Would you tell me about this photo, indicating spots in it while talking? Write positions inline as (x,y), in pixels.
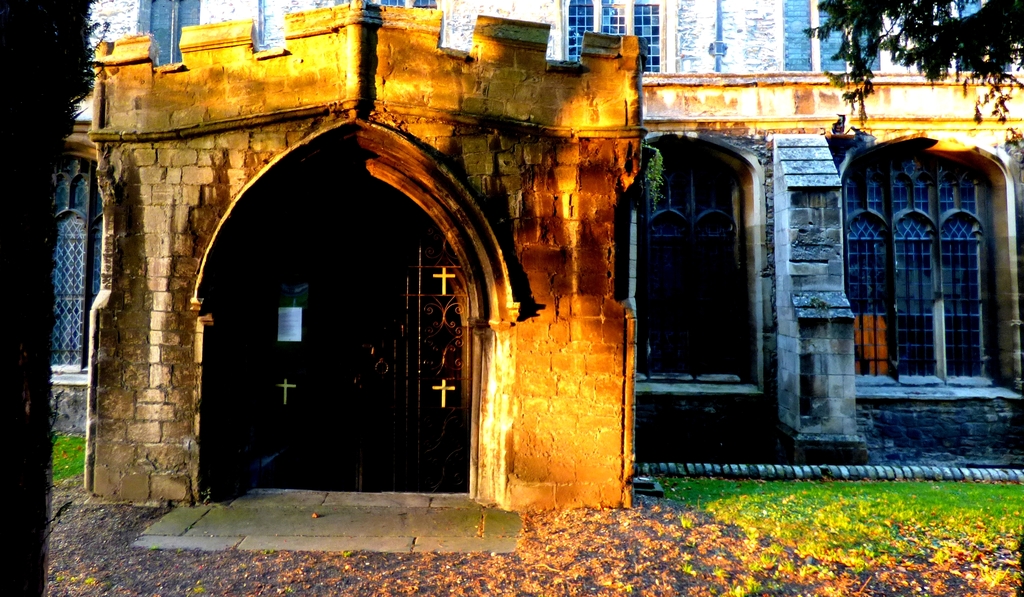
In this image I can see the building (243,338) which is brown, orange and white in color and I can see few windows (644,29) and the gate (246,285) of the building (358,343). I can see the ground (528,550), some grass (768,496) and few leaves (562,523) on the ground (615,539) and I can see few trees (12,136).
